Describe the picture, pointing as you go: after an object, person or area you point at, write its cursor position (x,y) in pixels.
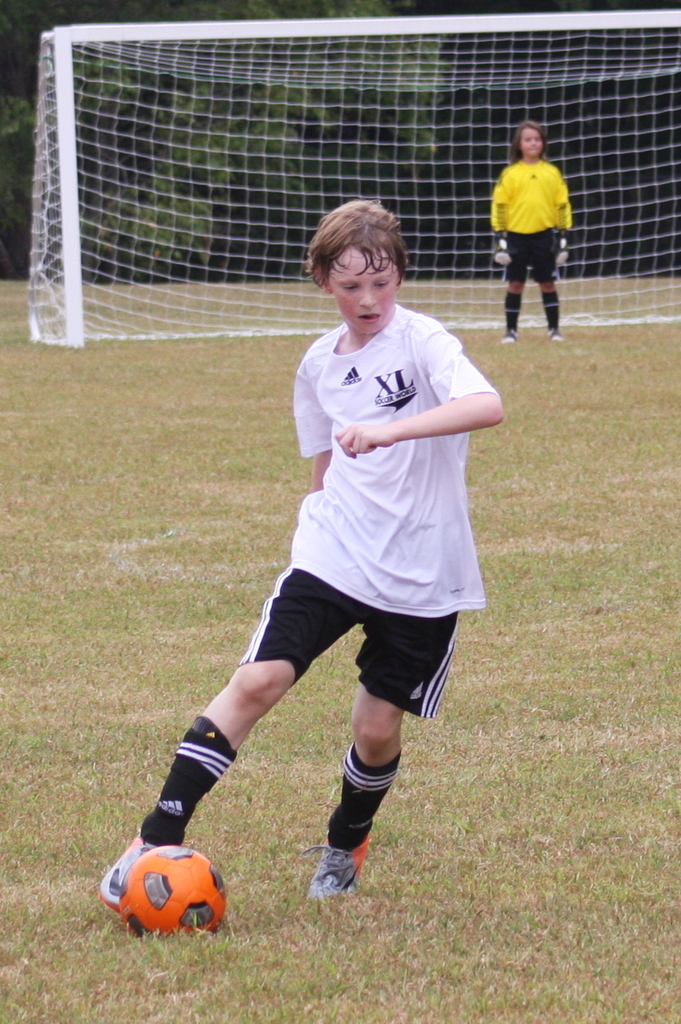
As we can see in the image there are trees (26,114), goal (178,65), two people (414,443) over here. The boy (414,443) who is over here is wearing white color t shirt (400,369) and hitting a orange color ball (149,875) and the child (555,273) who is standing over here is wearing yellow color t shirt (528,164).
